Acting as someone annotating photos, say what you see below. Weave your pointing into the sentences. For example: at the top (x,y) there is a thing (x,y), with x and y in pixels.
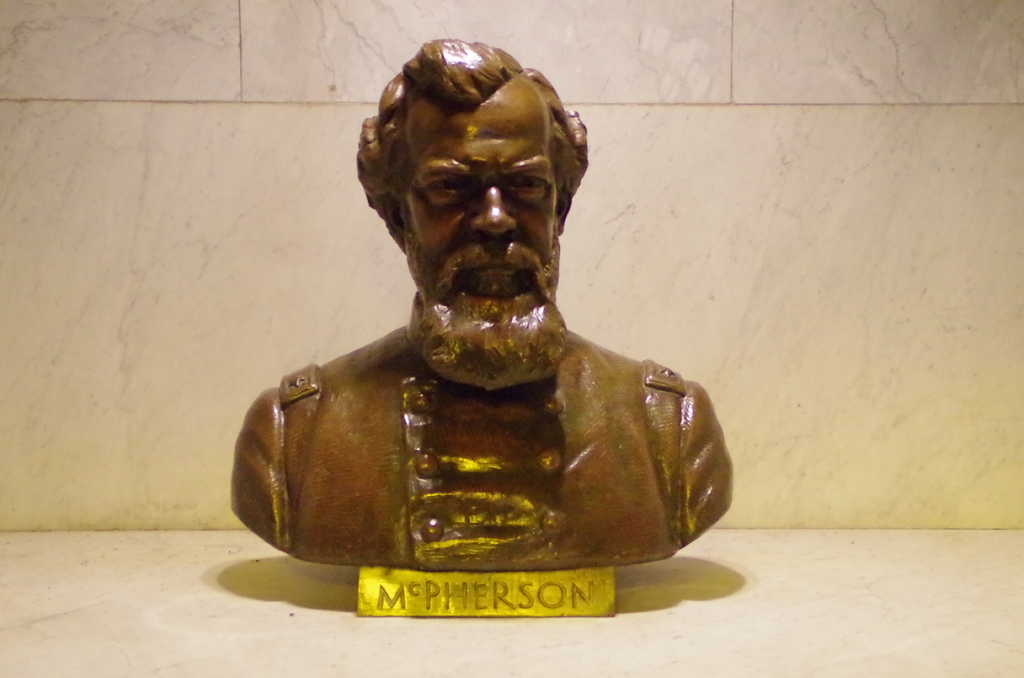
Here we can see a statue of human (465,502) on the surface (357,640). Background (814,130) we can see wall (133,165).
